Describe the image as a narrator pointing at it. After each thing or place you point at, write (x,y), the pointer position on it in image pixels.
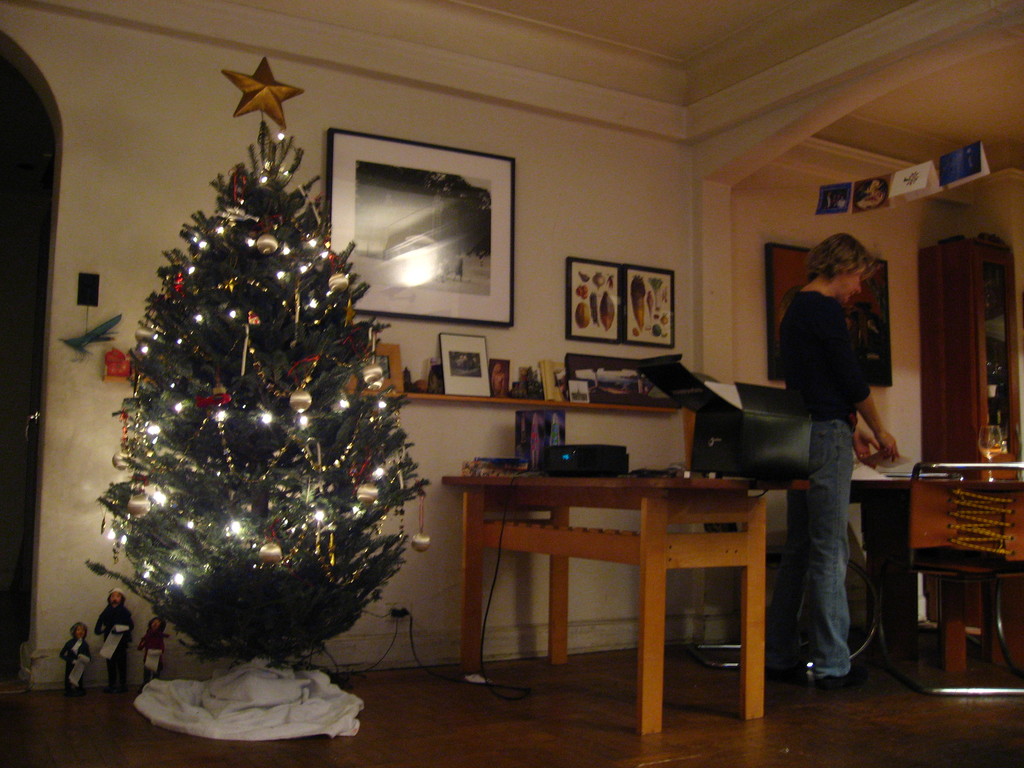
This is the picture inside of the room (413,444). At the left side of the image (243,275) there is a Christmas tree (196,444) and at the right (848,671) there is a person (803,386) standing at the table (803,485). There is a computer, paper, devices (585,468) on the table (596,486). At the back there are photo frames (766,278) on the wall (550,220) and at the left (46,385) there is a door (33,417). At the bottom (74,646) there are toys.
